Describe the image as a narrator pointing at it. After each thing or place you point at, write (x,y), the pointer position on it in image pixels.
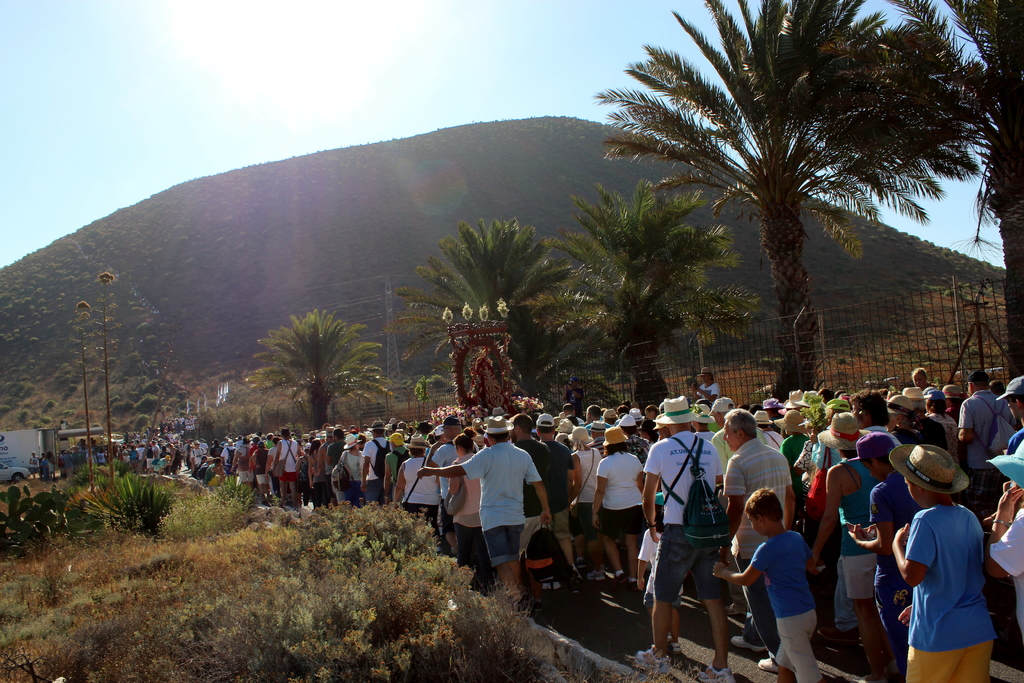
On the left side of the image (136,530) there is grass (161,541) on the ground (283,527) and also there are small plants (287,559). Beside them there are many people (768,413) with hats (787,416) on their heads (527,431). Beside them there is fencing (669,372). Behind the fencing (736,386) there are trees (801,174). In the background (40,443) there is a car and also there is room (51,433). And also there is a hill (29,401) with trees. At the top of the image (432,63) there is sky (407,68) with sun (264,78).
